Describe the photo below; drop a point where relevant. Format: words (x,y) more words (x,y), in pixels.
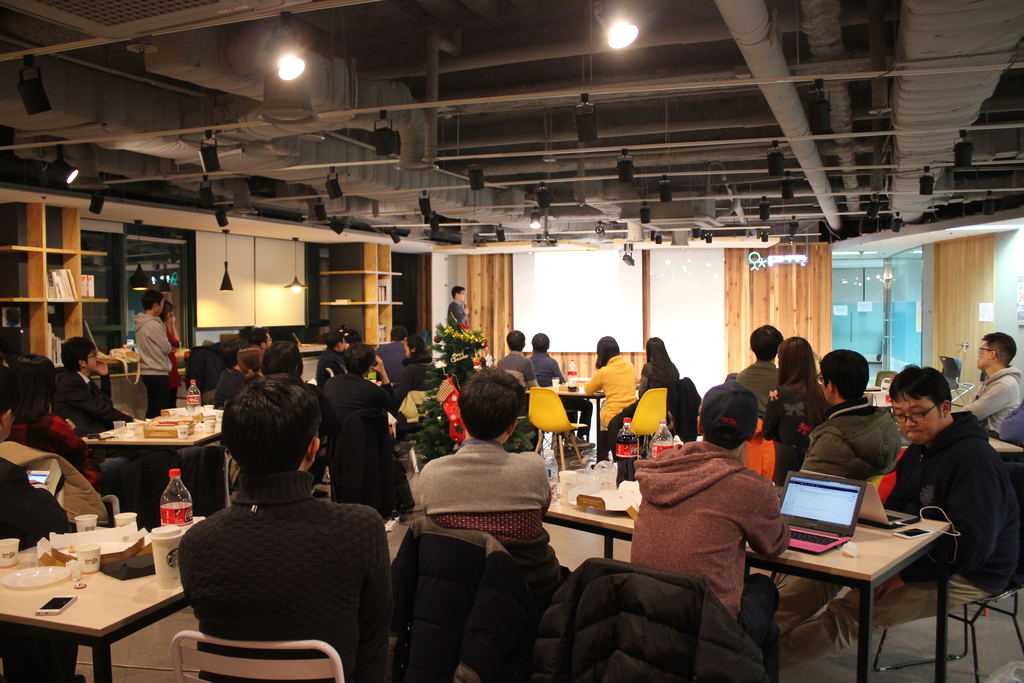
People (559,376) are sitting in groups (94,381) at tables (141,540) and listening to a man (466,311) who is giving a presentation at a screen (600,298).
